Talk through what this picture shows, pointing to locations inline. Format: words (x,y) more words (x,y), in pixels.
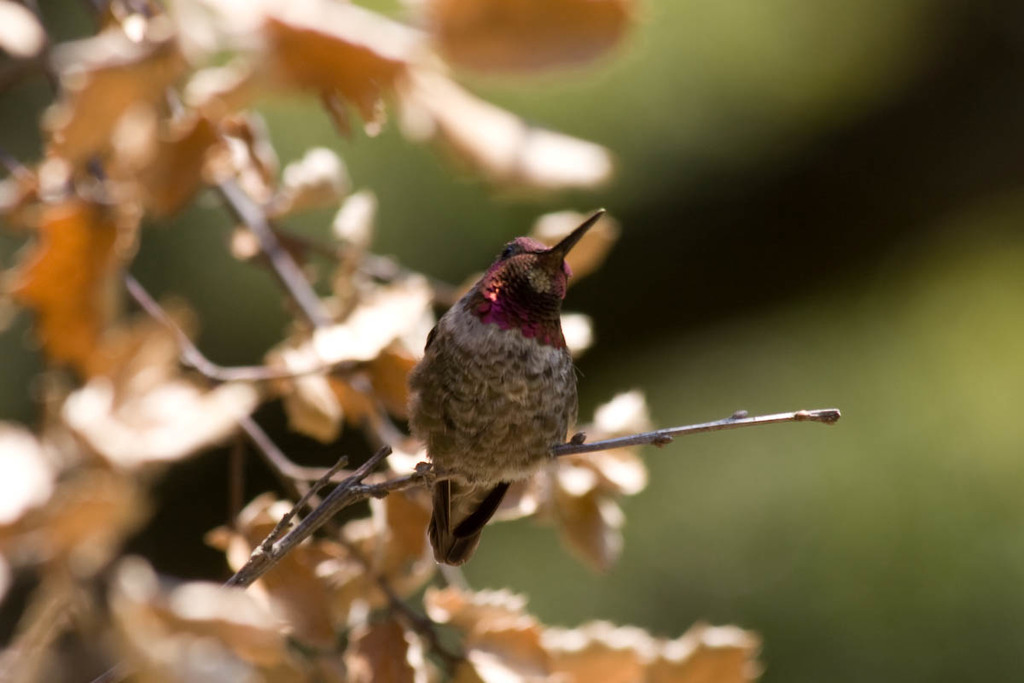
In this image there is a bird (516,250) standing on the branch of the tree (408,527), and there is blur background (398,230).
